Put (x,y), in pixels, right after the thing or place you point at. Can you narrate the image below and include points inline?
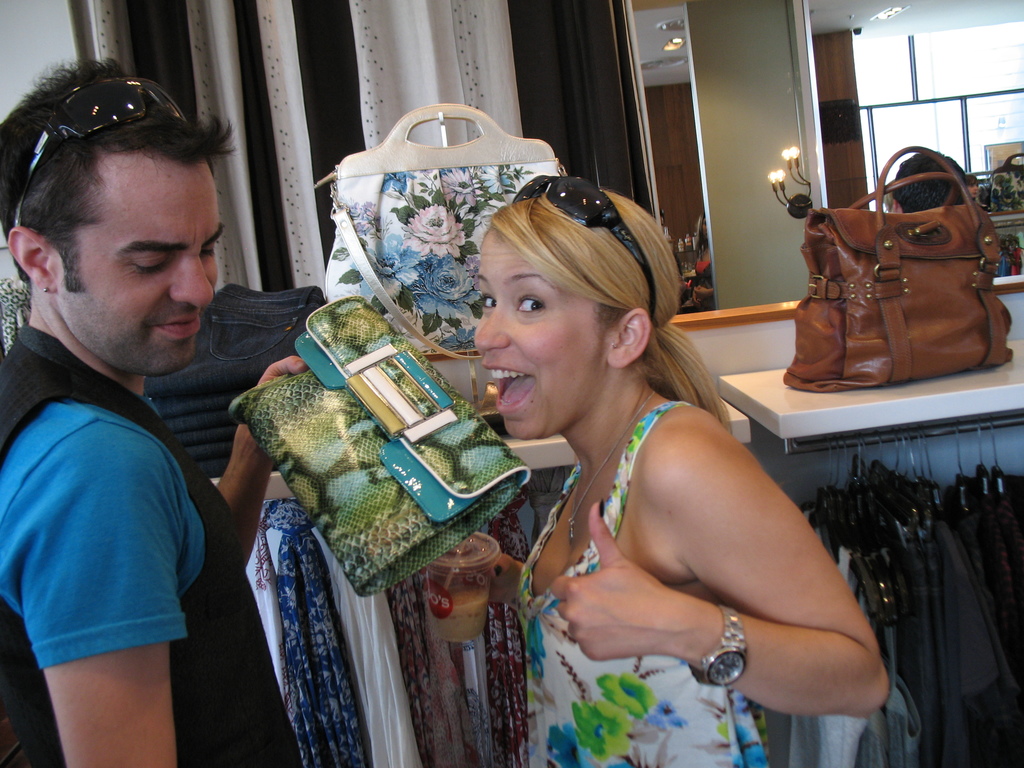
In the image we can see two persons (105,496) were standing and holding hand bag (353,431) and they were smiling. In the background (784,157) there is a curtain (245,97), table (763,398), handbag (875,337), light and clothes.
